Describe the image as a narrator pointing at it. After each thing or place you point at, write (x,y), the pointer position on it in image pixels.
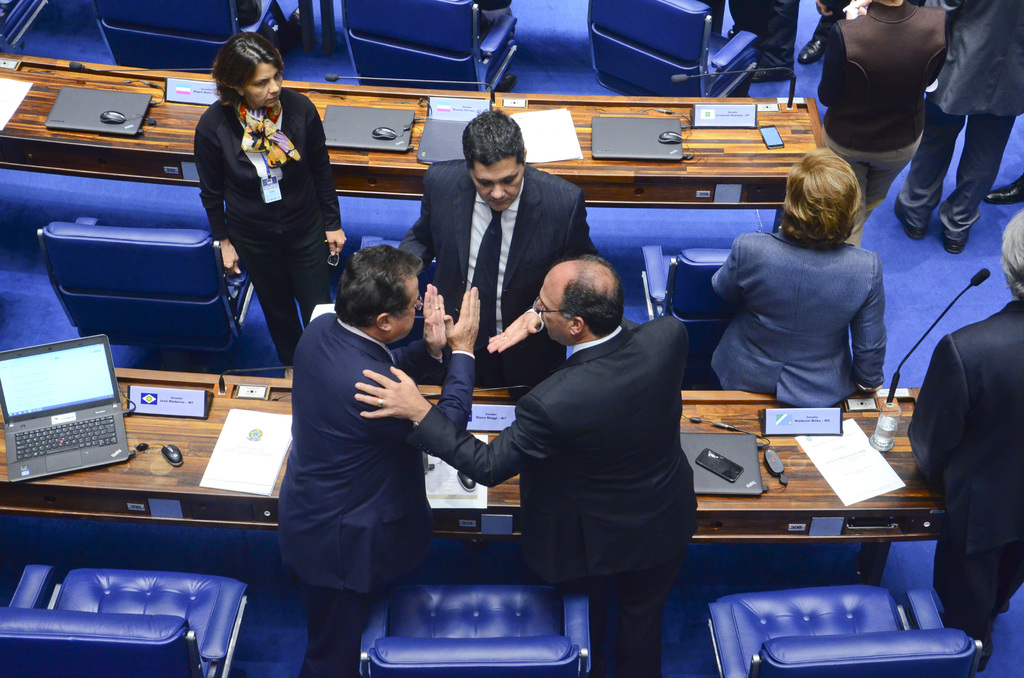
In this image I can see the group of people (506,340) standing in-front of the table (230,408). On the table (130,439) there is a laptop (55,439), mobile (711,453), glass (892,439) and the board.
